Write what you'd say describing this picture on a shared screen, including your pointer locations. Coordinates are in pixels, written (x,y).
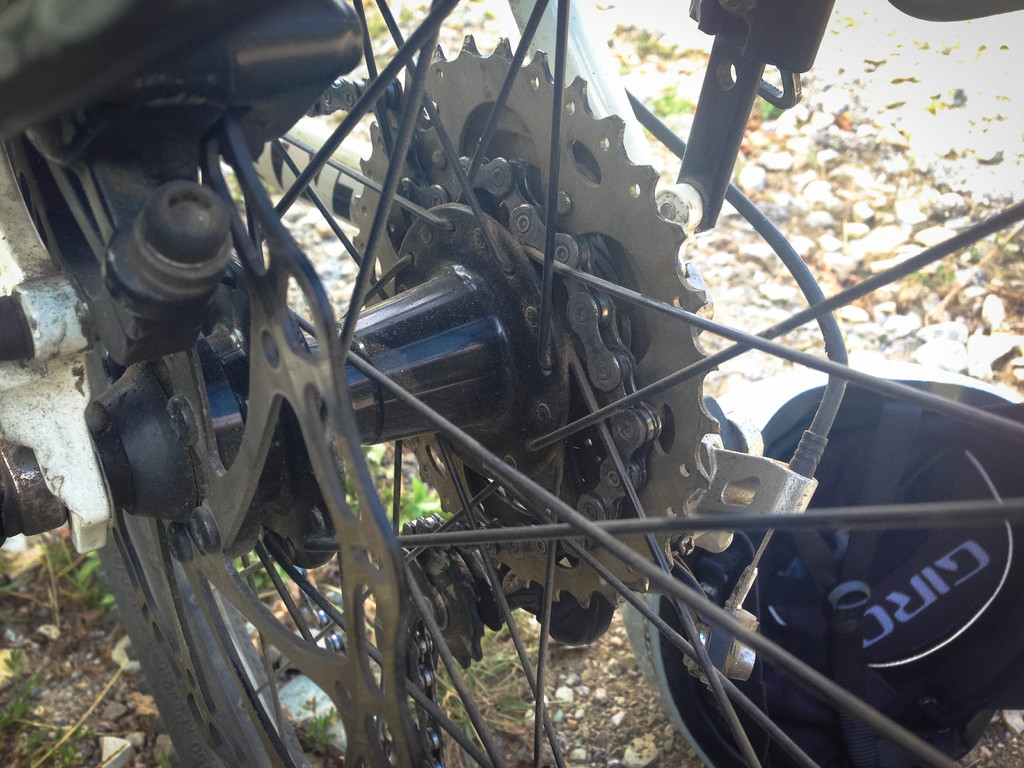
In this image I can see a wheel (354,443) which has a chain (578,295) and other metal objects (333,371). Here I can see a helmet (850,564) on the ground (784,320).
